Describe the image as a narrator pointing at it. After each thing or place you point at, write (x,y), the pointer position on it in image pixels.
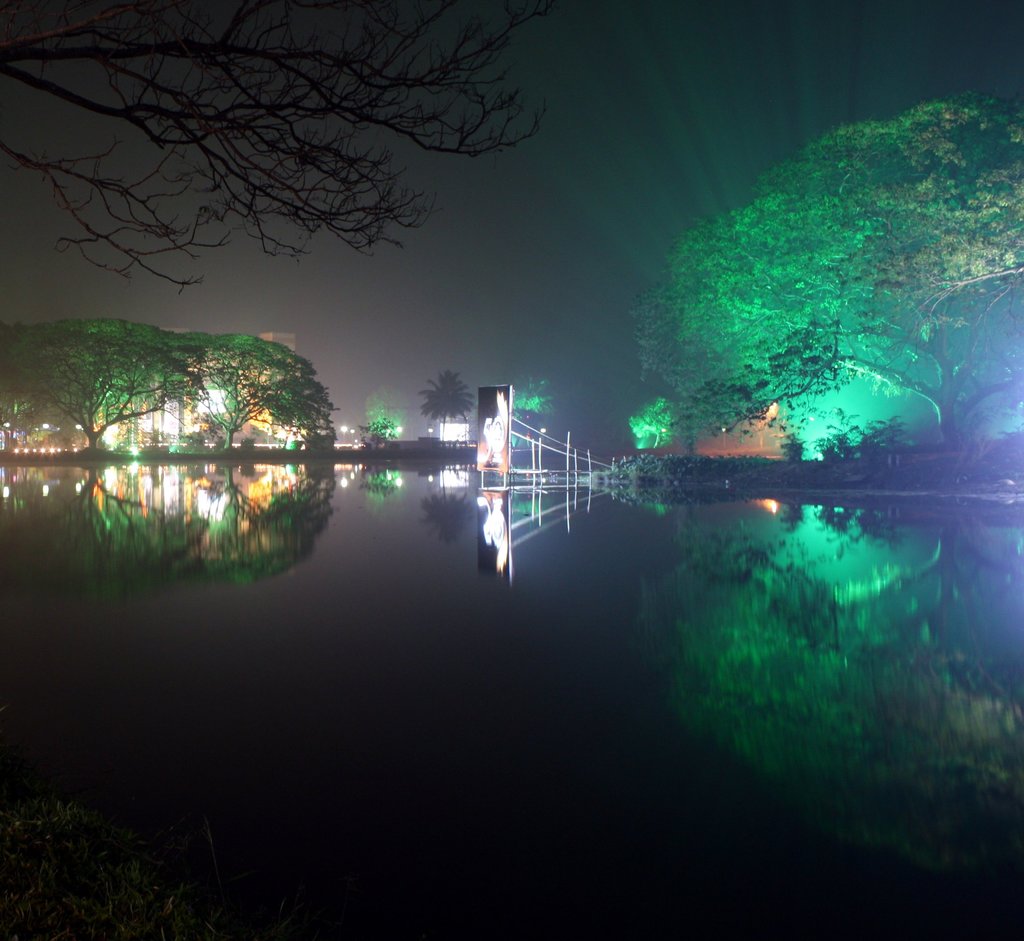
In the image we can see trees (813,350) and buildings (199,404). Here we can see water (356,604), in the water (211,511), there is a reflection (263,491) of trees (309,405) and building (198,507). Here we can see the sky (497,157).
